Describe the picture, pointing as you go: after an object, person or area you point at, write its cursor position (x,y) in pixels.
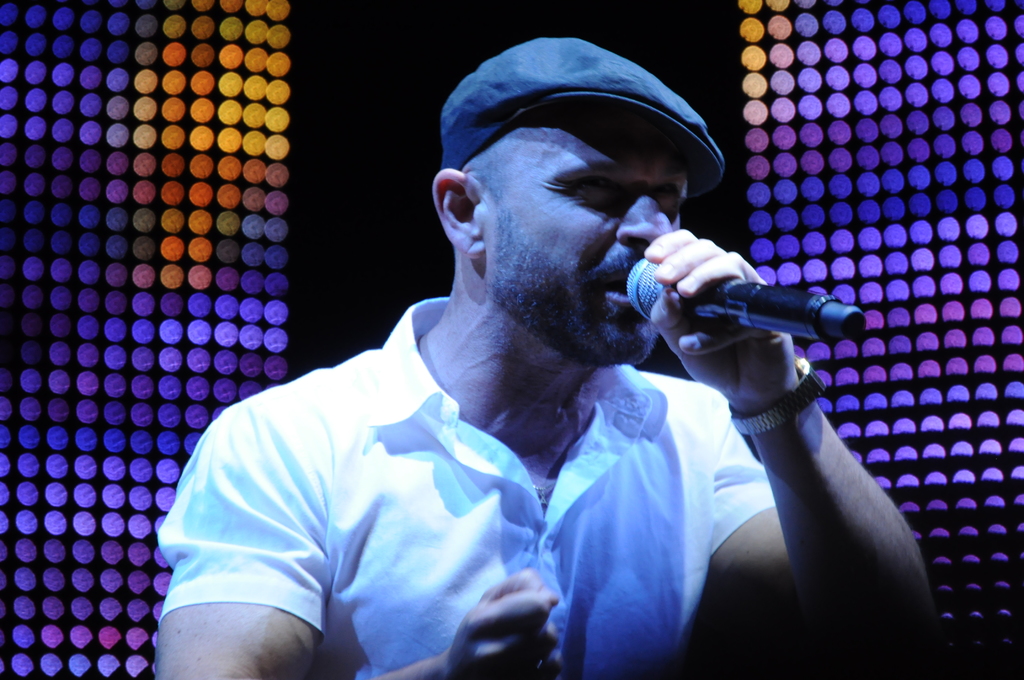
There is a man (464,383) holding a mic (748,310) in the foreground area of the image (669,382), it seems like spotlights (196,197) in the background (200,108).
